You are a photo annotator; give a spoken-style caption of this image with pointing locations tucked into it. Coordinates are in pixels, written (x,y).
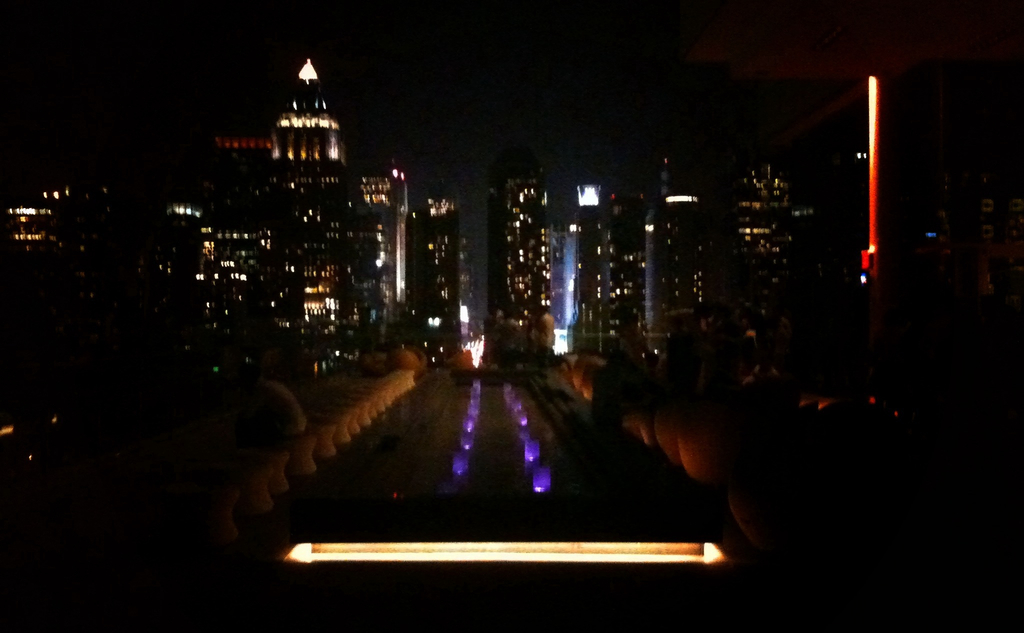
In this image at the bottom (546,549) there is light (580,549), and in the background (56,223) there are some buildings (391,284), towers (667,268). And at the bottom of the image (410,484) there is a walkway (404,477), and some objects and lights (649,554).
